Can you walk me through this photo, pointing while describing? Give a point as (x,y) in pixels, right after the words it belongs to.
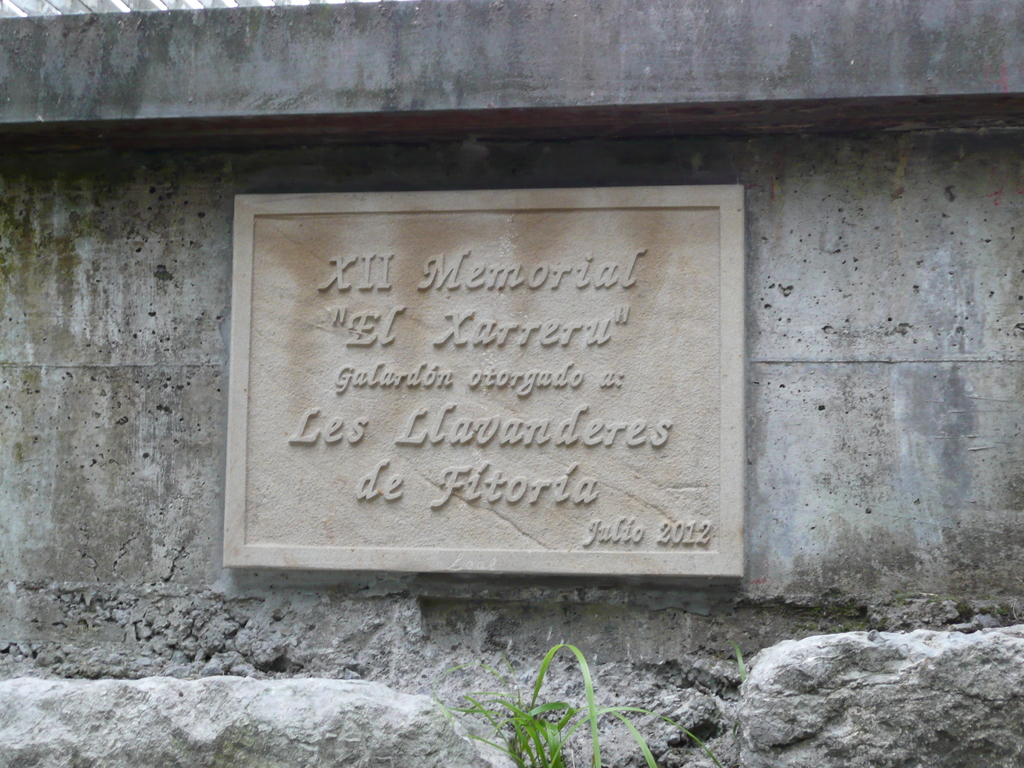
In this image we can see one concrete board (297,448) with text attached to the wall (43,335), two rocks (98,698) near the wall (635,690), some grass (496,729) near the rock (829,690) and one object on the top left side of the image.
